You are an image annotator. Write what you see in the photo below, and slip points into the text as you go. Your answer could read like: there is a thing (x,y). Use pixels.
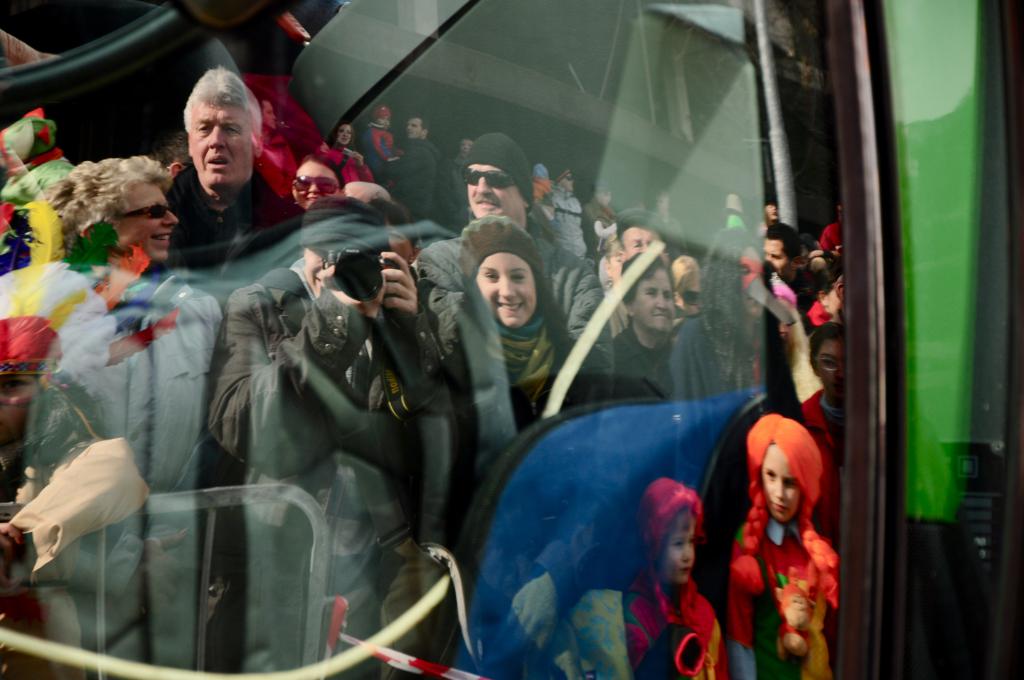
In this image there are group of people (568,355) standing and there is a reflection (338,348) of a person (301,260) standing and holding a camera (345,275).
